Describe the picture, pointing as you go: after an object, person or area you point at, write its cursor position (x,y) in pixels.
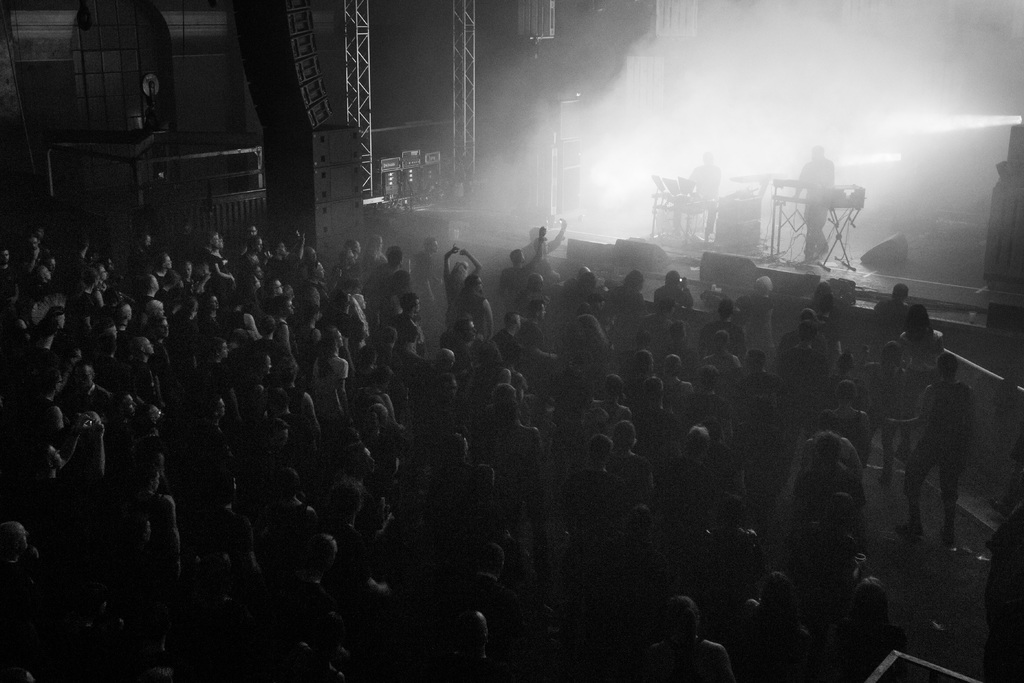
In this image I can see a group of people (490,418) are standing. Here I can see two people (810,204) on the stage (628,237) and some other objects (595,254) on the stage (583,237). This picture is black and white in color.
